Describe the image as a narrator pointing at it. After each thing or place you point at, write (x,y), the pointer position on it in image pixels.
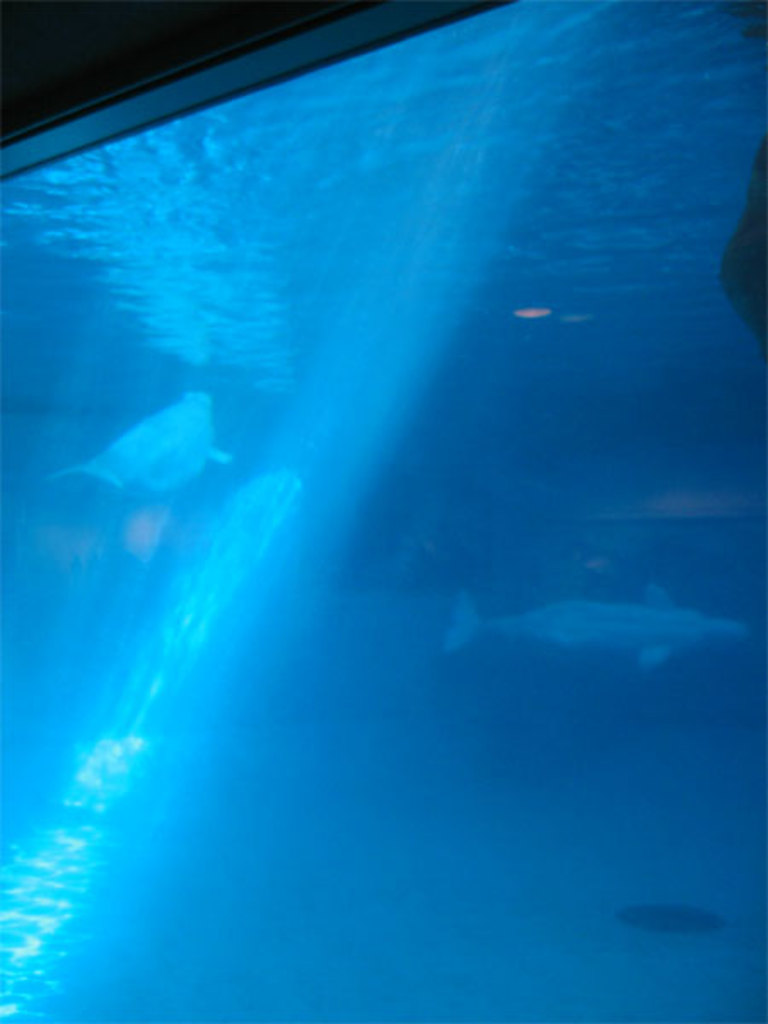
In this image we can see some whales (167,422) in the aquarium (429,602).
